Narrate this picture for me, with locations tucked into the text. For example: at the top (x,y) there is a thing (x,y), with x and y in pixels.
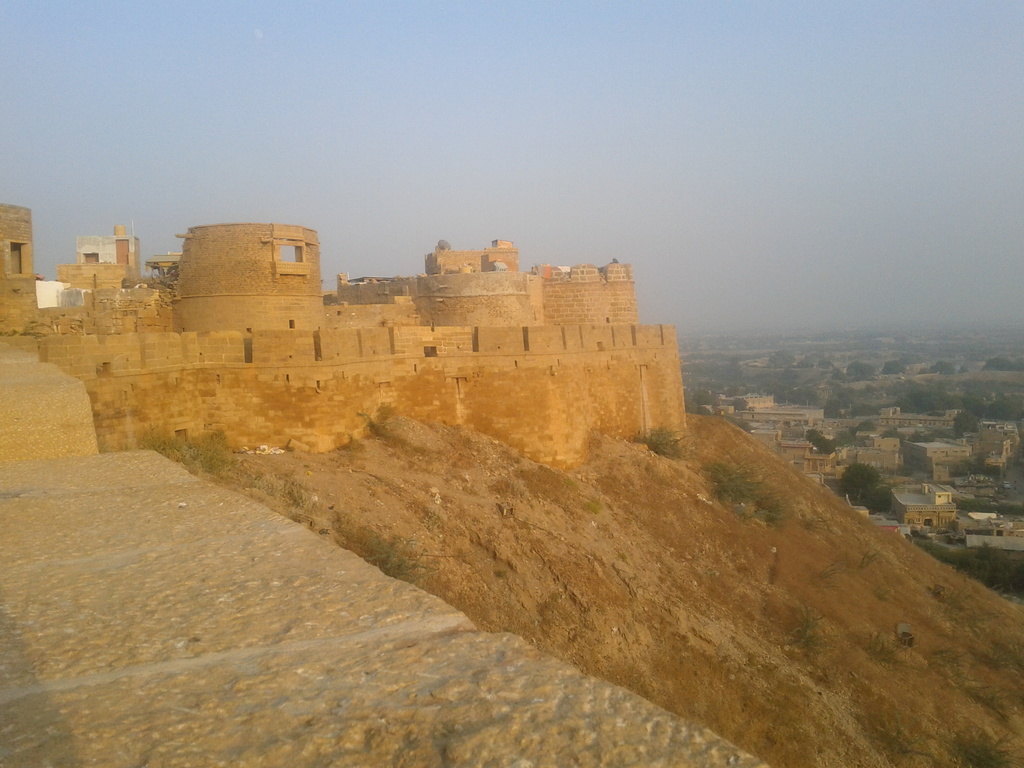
In this image we can see a fort (361,344) on the hill (672,557) and on the right side (730,534) we can see grass (874,645) on the hill (581,559). On the left side (115,245) there are buildings (84,276) and doors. In the background (880,491) there are trees (847,392), buildings (915,431), houses (955,446) and sky (390,151).
